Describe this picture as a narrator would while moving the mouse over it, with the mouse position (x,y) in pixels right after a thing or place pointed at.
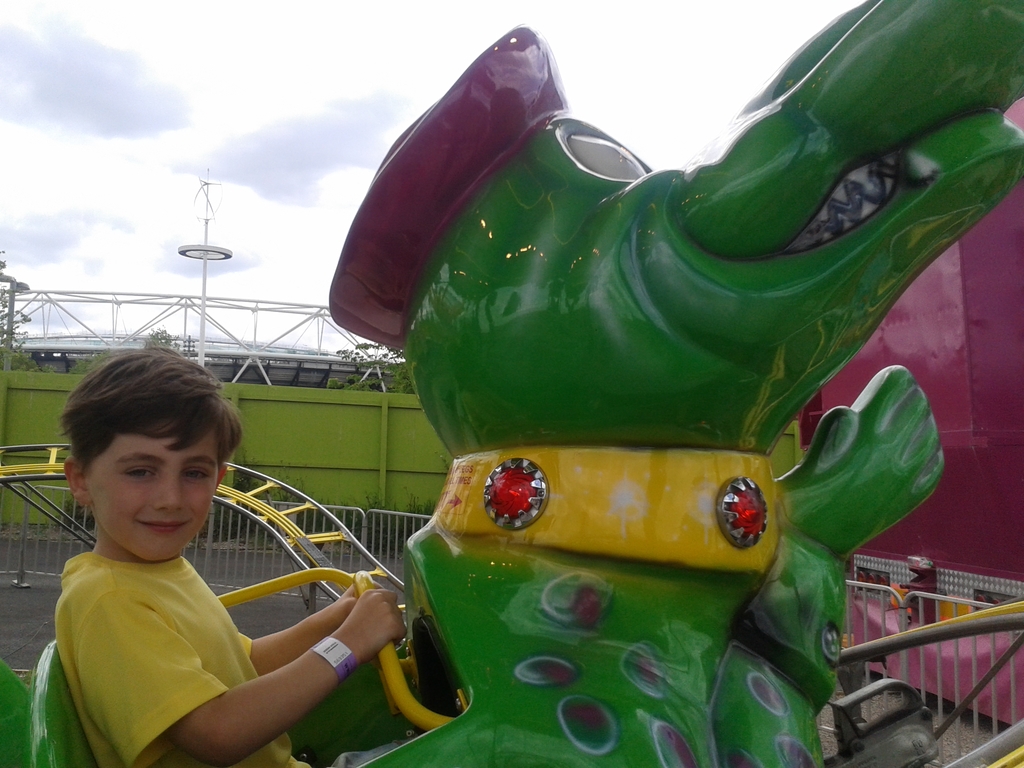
In this image there is a child (104,546) sitting on the roller coaster (593,525), behind the child (76,480) there is a railing (220,504), wall (396,508), fencing (372,452) and in the background (547,29) there are some metal structures (204,294) and the sky (661,84).
